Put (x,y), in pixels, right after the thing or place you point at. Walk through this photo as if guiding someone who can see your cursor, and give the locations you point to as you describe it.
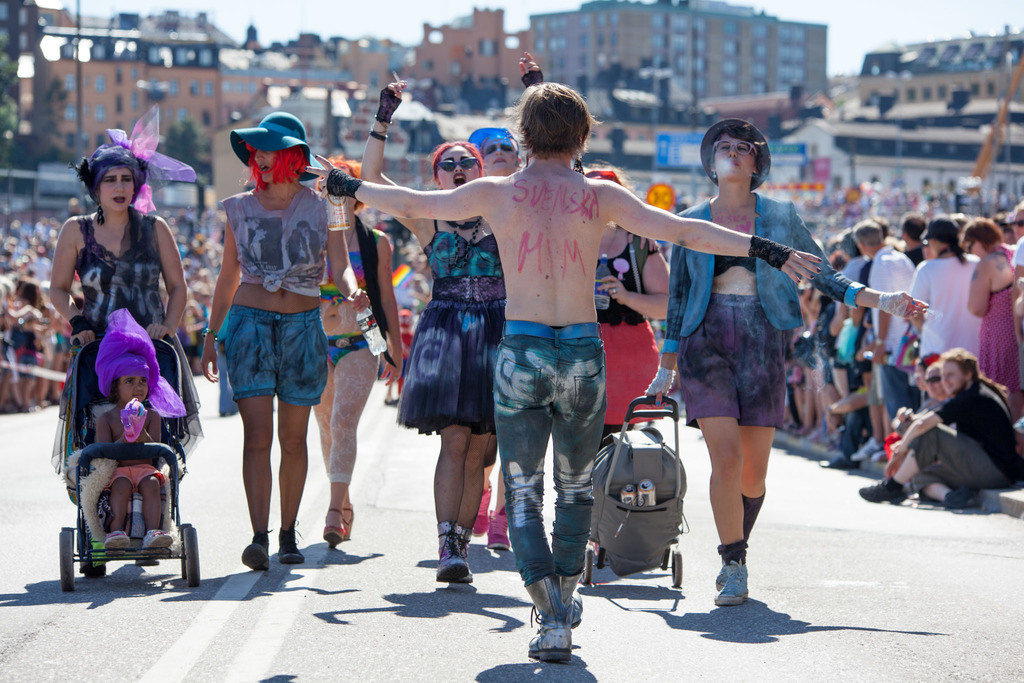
In this image there is a road (282,596). There are people (463,370) walking. There are other people (792,335) standing on the both sides. There are trees (24,152). There are many buildings (417,139) in the background (811,53). There is a sky (898,11).
